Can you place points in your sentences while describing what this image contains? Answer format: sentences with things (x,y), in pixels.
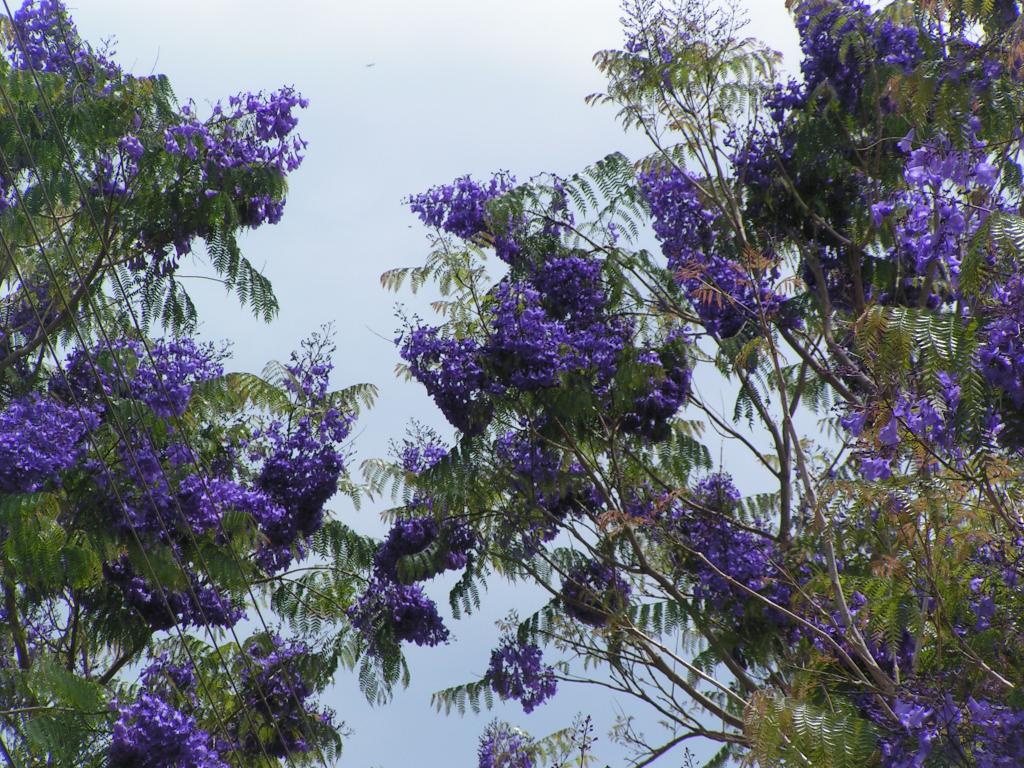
In this image we can see trees (345,400) and sky (347,208).
